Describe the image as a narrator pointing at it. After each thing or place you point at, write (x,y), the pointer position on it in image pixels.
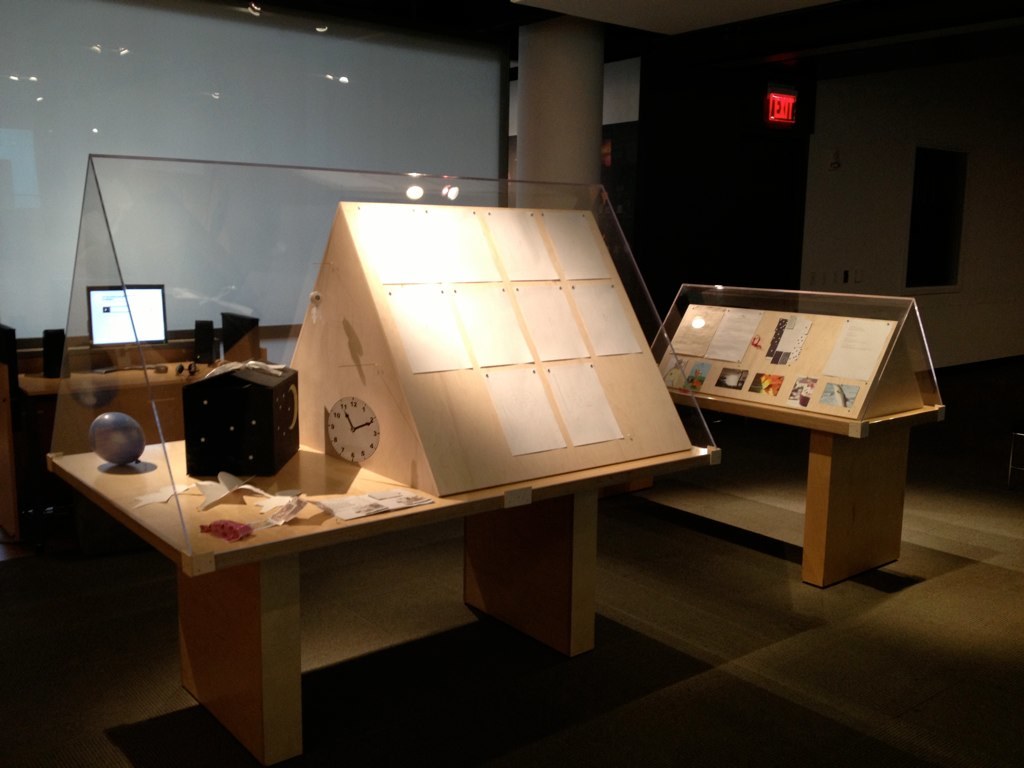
In the image there is a clock (341,432) and pyramid (459,452), ball (112,447) and some papers (371,509) inside a glass (135,181) on a table (592,473) and beside it there is another table (796,415) with papers (844,387) inside a glass (886,303) on a pyramid (876,380), in the back (31,162) there is wall (63,187) with computer (117,307) and speakers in front it on a table (93,372), on the right side (779,95) there is an exit door (788,137).
